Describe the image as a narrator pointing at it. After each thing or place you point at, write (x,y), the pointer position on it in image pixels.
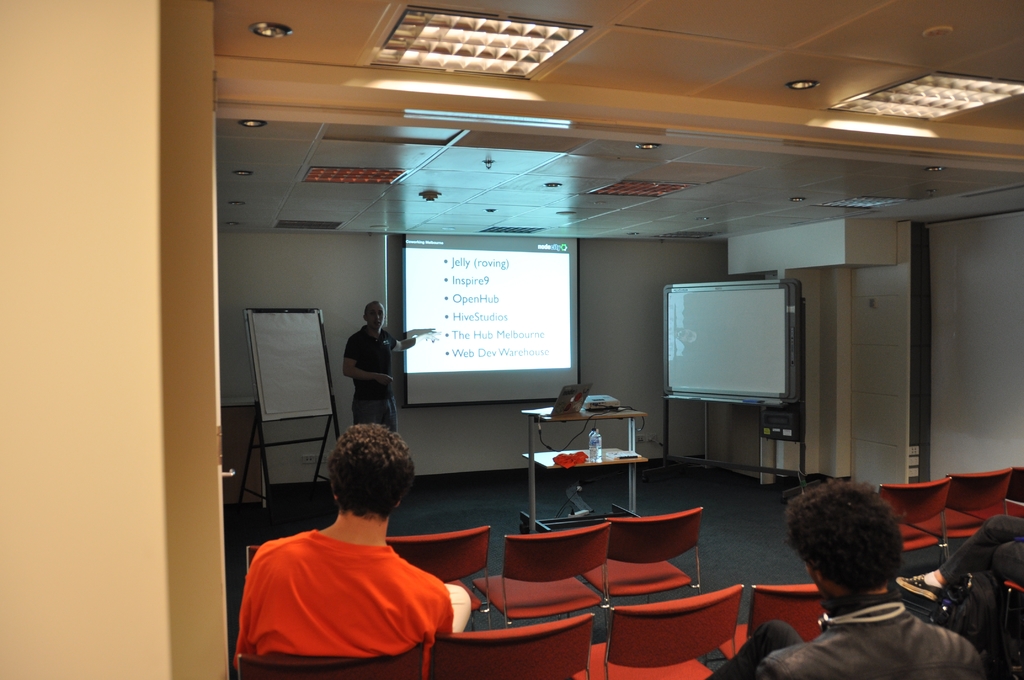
Two persons (321,556) are sitting on chairs (695,543). In the background (513,331) there is a screen (513,341). A person (379,352) is standing there. There are two boards (713,393) and stands (328,457). There is a table (532,436). On the table (602,416), there is a laptop (570,398), bottle (591,451) and other items (598,400). In the background (364,255) there is a wall (638,254). On ceiling (412,192) there are lights (494,34).
